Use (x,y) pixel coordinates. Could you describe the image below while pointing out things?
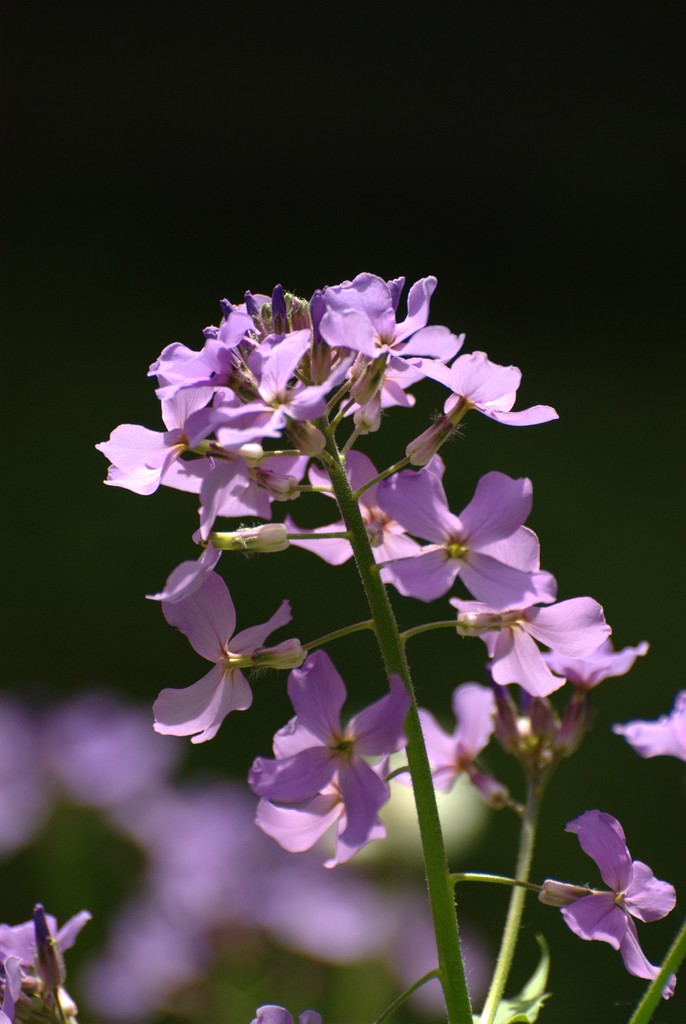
In this image we can see group of flowers (457,521) on stems (517,914) of a plant (458,973).
